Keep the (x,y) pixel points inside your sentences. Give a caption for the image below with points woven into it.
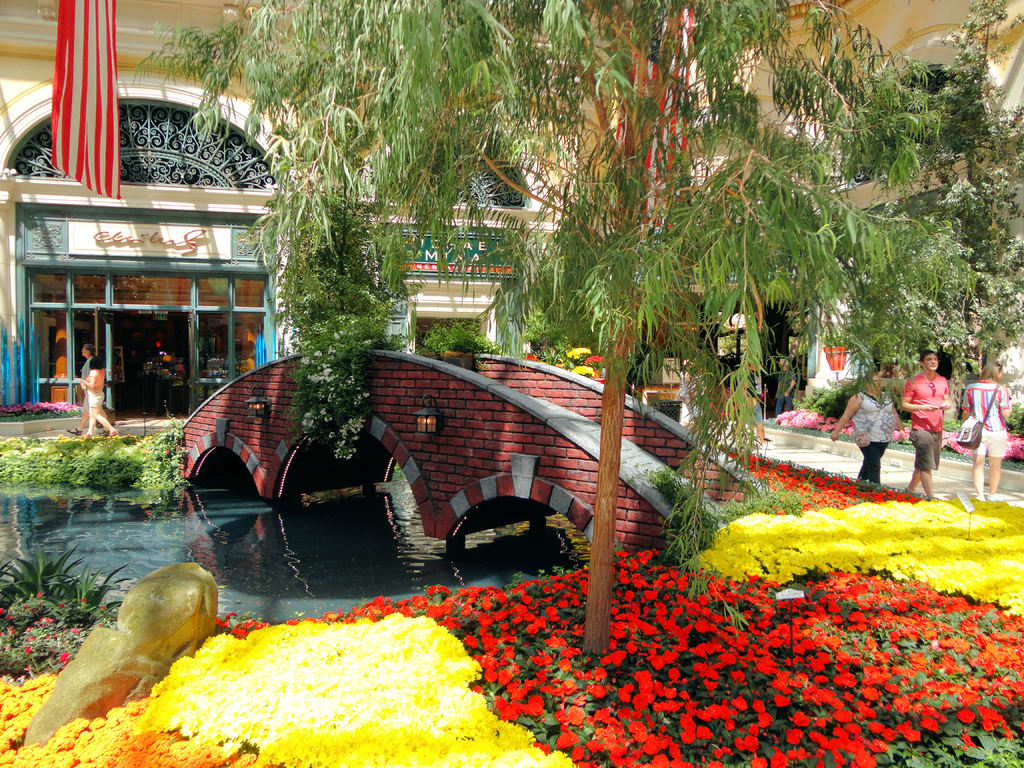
In this image we can see garden (763,628), tree (937,291), bridge (442,434) and building (189,139). In the garden (825,422) three people (895,433) are walking and left side of the image (176,541) water (185,512) is present.
